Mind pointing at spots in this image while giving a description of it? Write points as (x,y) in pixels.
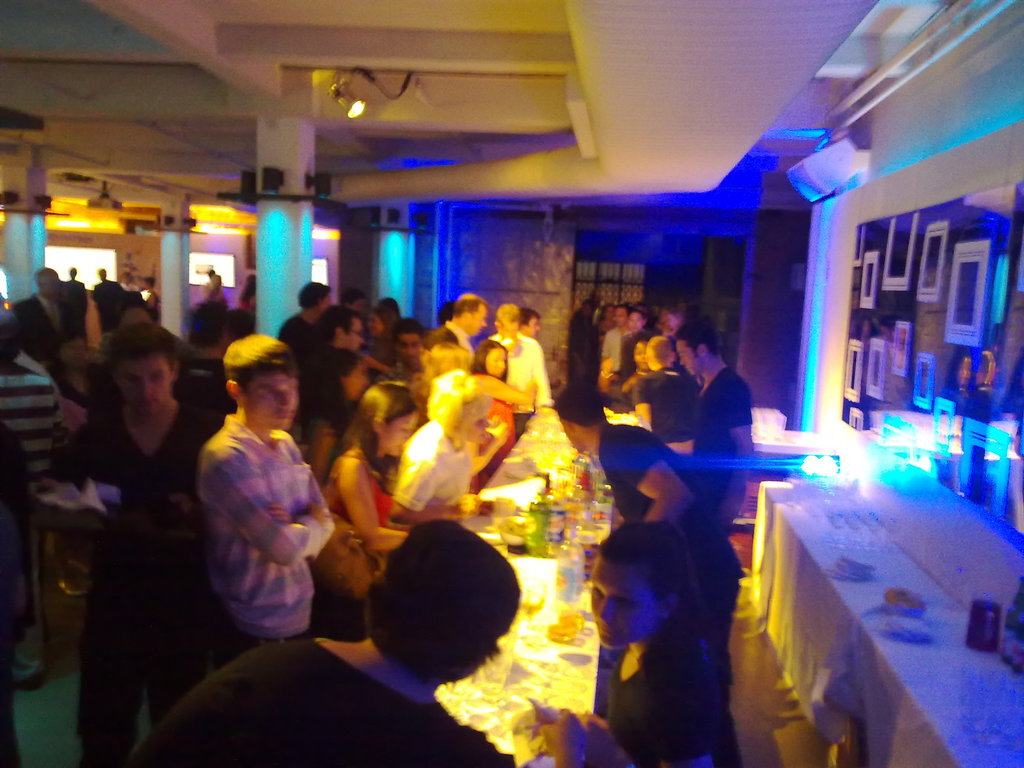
In this image we can see some group of persons (428,482) who are standing near the table (502,499) on which there are some bottles (551,535), drinks (563,503) and there are some persons (589,767) standing behind the table (573,693) and supplying some drinks (586,482), at the background of the image (502,248) there are some pillars (306,209), lights (235,214), wall (549,262), at the right side of the image (969,668) there is A. C (828,187). and table (867,599) on which there are some bottles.
